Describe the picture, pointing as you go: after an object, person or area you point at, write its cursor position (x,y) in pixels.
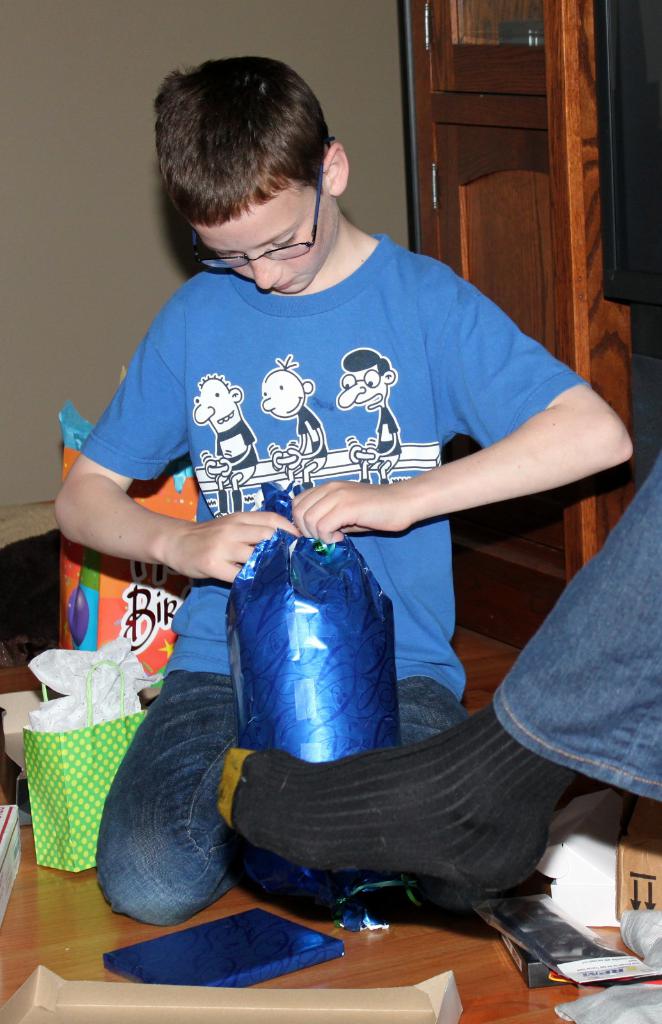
In this picture we can see a boy (220,671) wore a spectacle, bags (132,739), gifts (247,952) and some items (660,912) on the floor (497,673) and in the background (68,365) we can see wall (70,4), cupboards (459,146) and a person leg (629,538).
